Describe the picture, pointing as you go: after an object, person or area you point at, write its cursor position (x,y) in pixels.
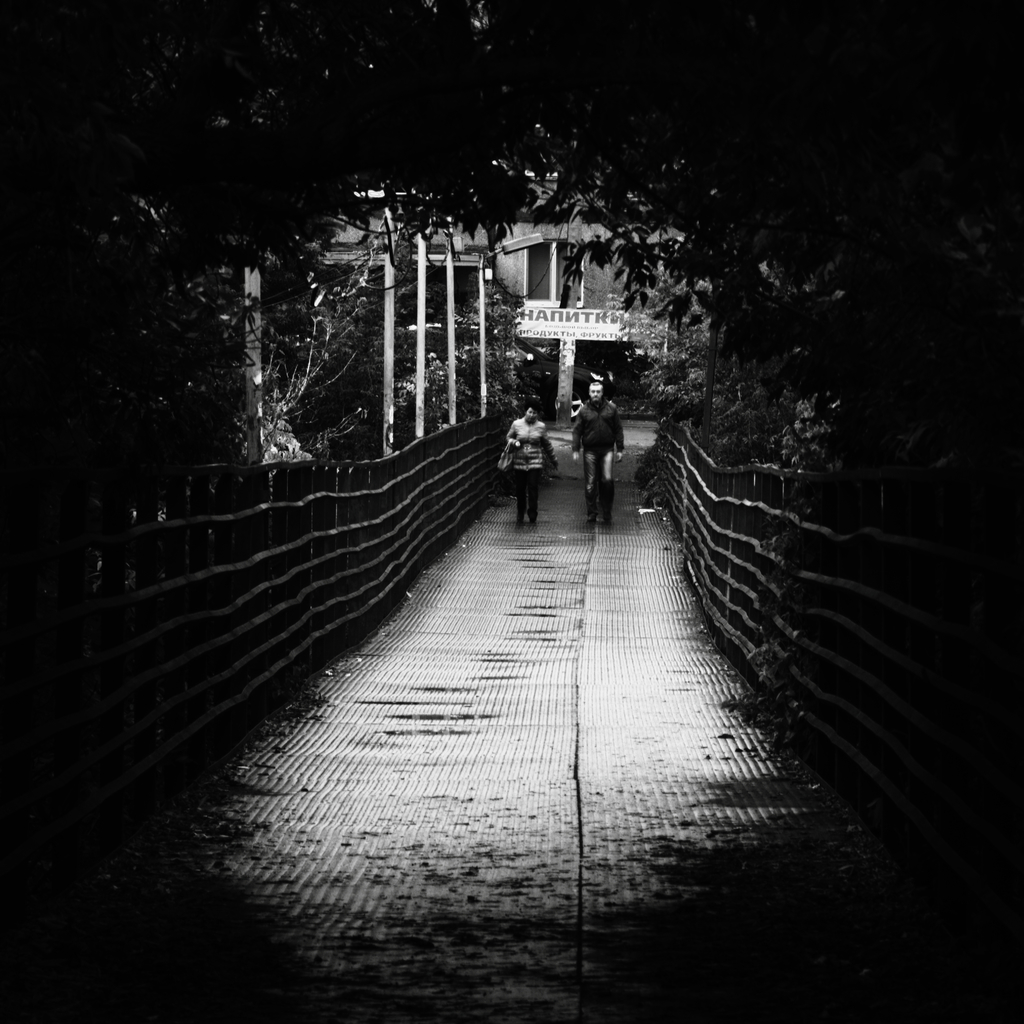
In this image I can see a bridge (393,551), In the bridge (490,473) I can see two persons (587,494) and I can see trees (691,270) and building (509,262) and poles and this picture is taken during day.
